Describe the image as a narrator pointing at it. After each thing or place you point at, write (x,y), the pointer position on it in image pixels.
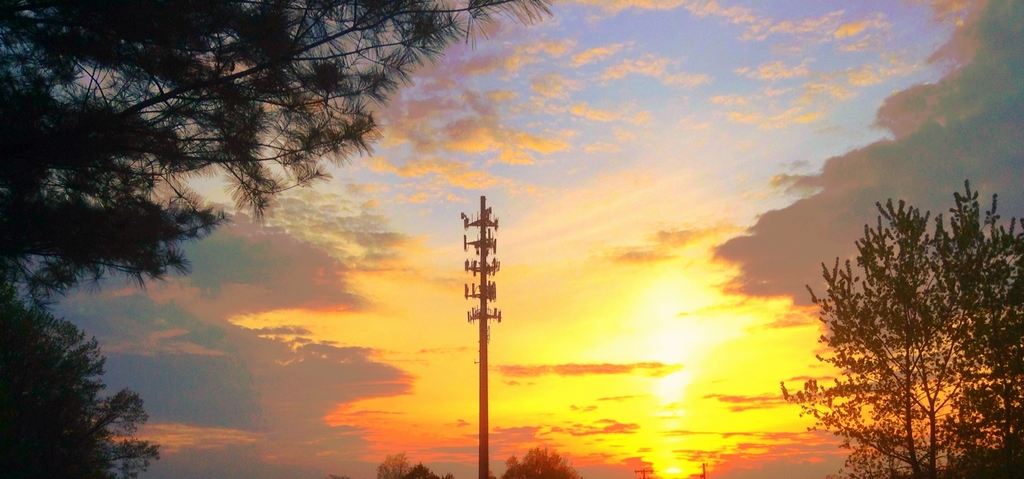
In this image there is a pole (484,417), on left side (74,221) and right side (941,281) there are trees (28,365), in the background (885,159) there is the sky (766,213).
